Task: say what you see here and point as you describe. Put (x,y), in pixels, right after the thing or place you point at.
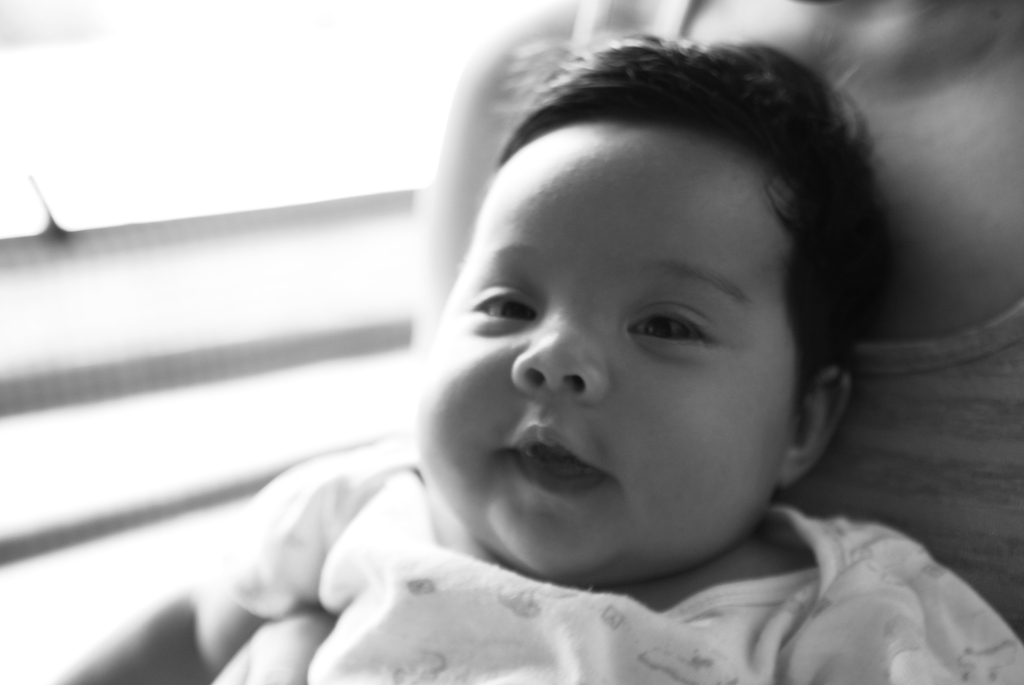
It is a black and white image and there is a baby (591,451) in some persons lap (930,485).
